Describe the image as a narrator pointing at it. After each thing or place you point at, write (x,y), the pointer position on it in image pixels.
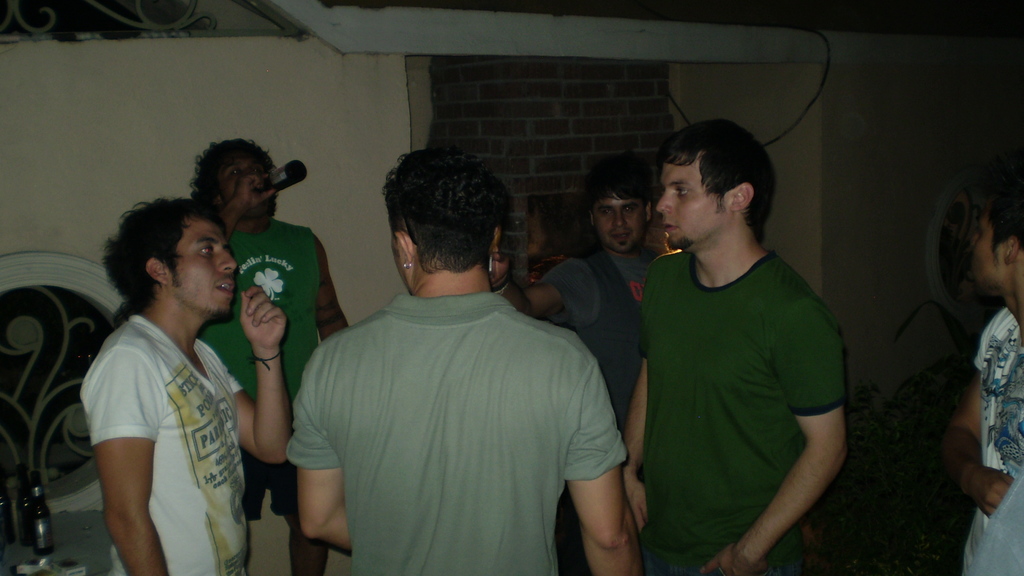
In this image I can see few people (647,329) are standing and one person (251,143) is holding bottle (290,176). Back I can see few bottles (35,477) and a wall (92,170).
